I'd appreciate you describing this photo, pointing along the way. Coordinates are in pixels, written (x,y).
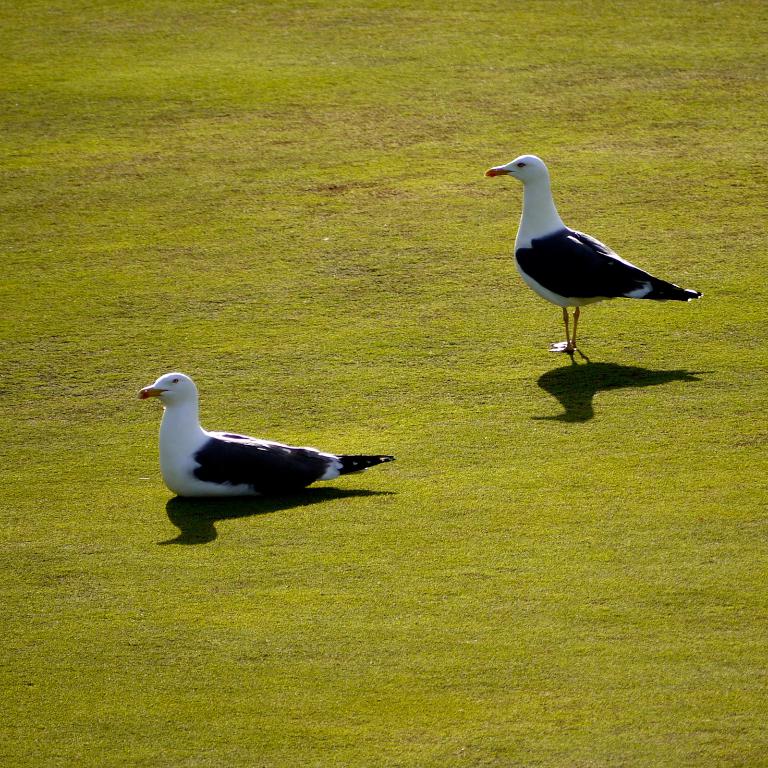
In this image we can see birds (228,437) on the grass (515,54).
